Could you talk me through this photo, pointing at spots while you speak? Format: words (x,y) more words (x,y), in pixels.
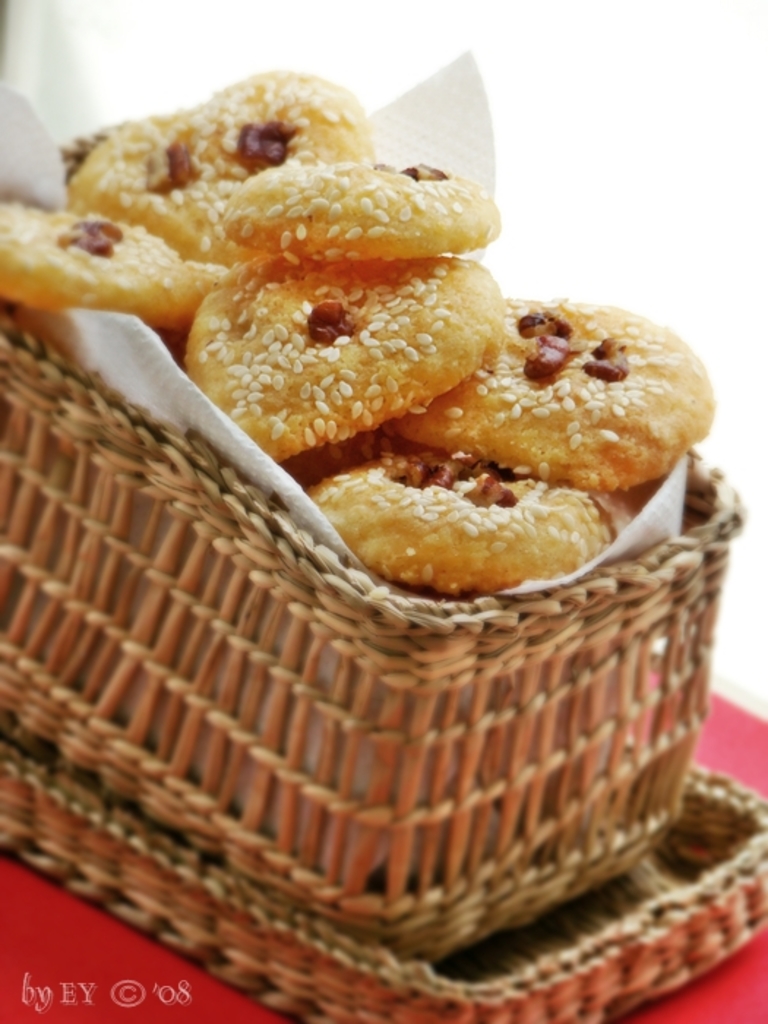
In this picture we can see food (274,270) and a tissue (189,422) in the basket (217,543) and the basket (314,791) is on the red object (45,896). Behind the basket (334,964), there is a white background.
